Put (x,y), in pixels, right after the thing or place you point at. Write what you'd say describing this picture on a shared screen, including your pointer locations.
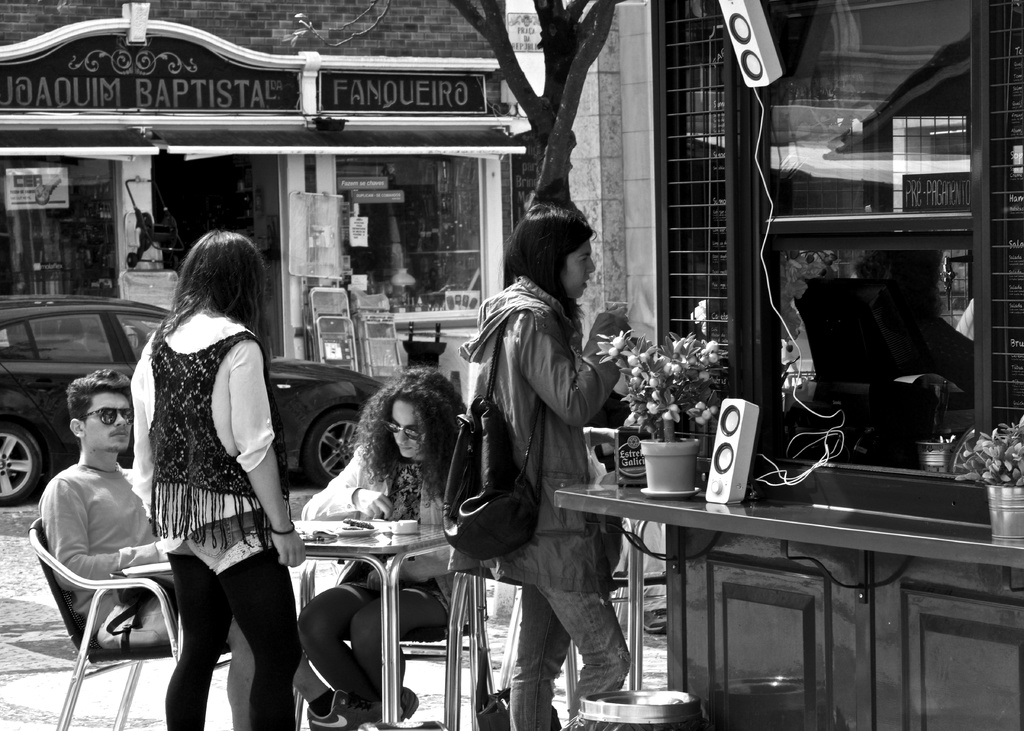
This is a black and white picture. I can see two persons (240,594) standing, there are two persons (347,501) sitting on the chairs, there are some objects (349,525) on the table (349,525), there are shops (973,550), trolleys (381,350), a board (14,103), tree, a car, speakers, plants (669,451) and there are some other items (412,331).
